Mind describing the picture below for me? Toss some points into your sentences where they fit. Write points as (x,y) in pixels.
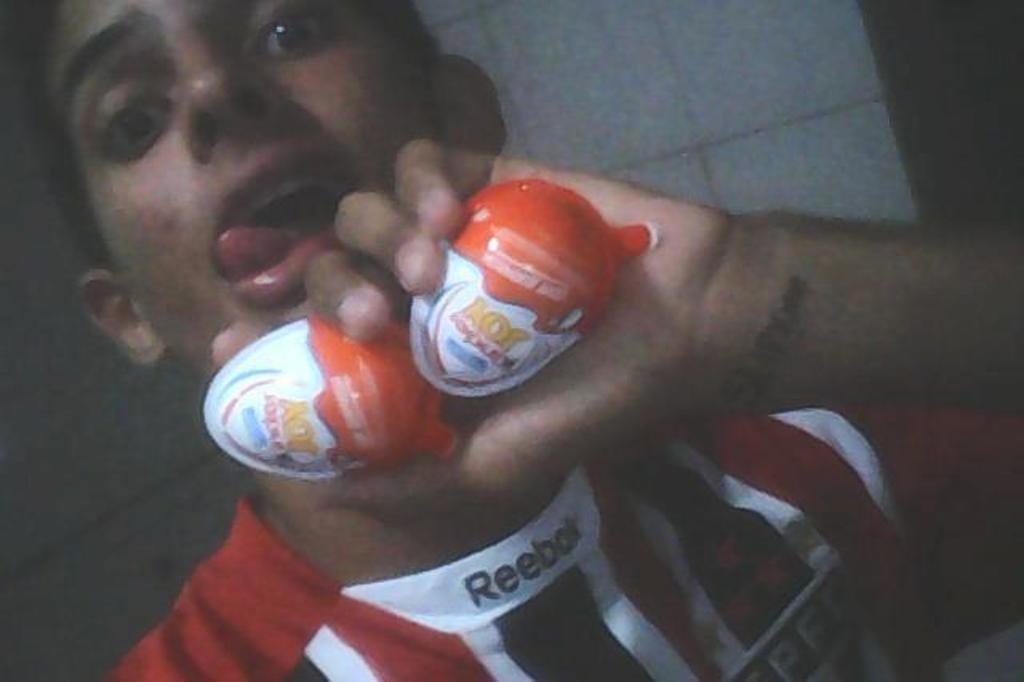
This picture is taken inside the room (920,318). In this image, we can see a man (536,493) holding kinder joy (426,413) in his hand (533,433). in the background (575,102), we can see the white color wall (559,99).
